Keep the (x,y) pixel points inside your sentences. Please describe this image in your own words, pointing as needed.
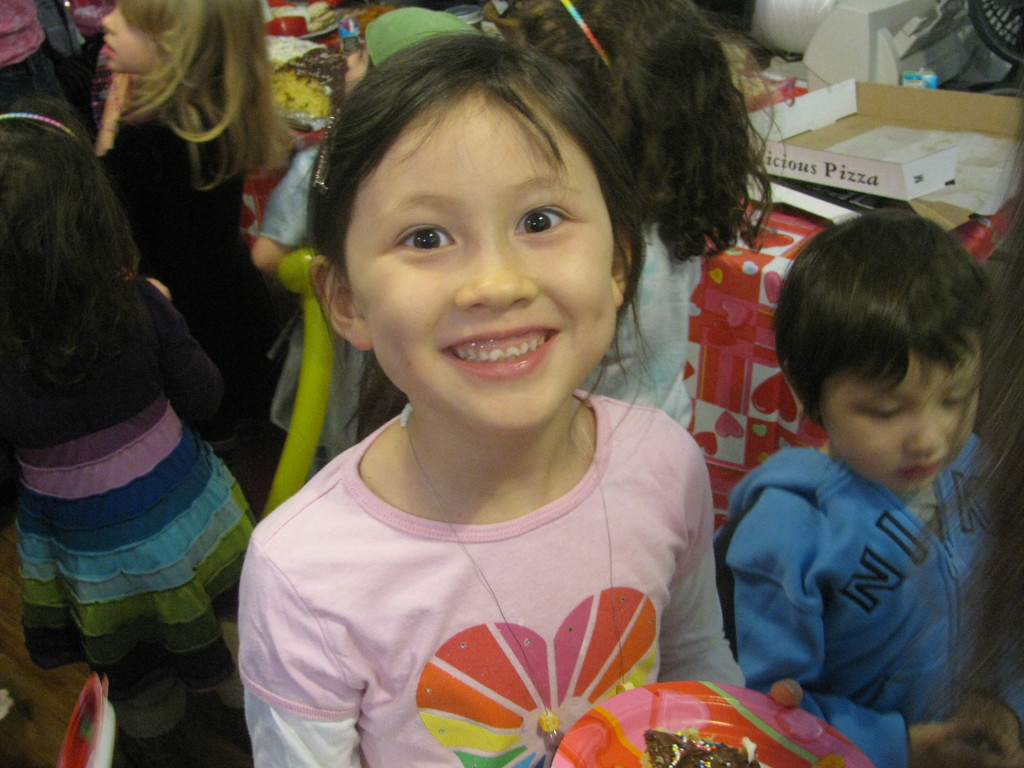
In this image there is a girl (651,660) standing and smiling by holding a plate (658,717) with a food item (695,749) on it, and in the background (227,580) there are group of people (656,277) standing, there is a cardboard box (979,197), cake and some other items (765,34) on the table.
